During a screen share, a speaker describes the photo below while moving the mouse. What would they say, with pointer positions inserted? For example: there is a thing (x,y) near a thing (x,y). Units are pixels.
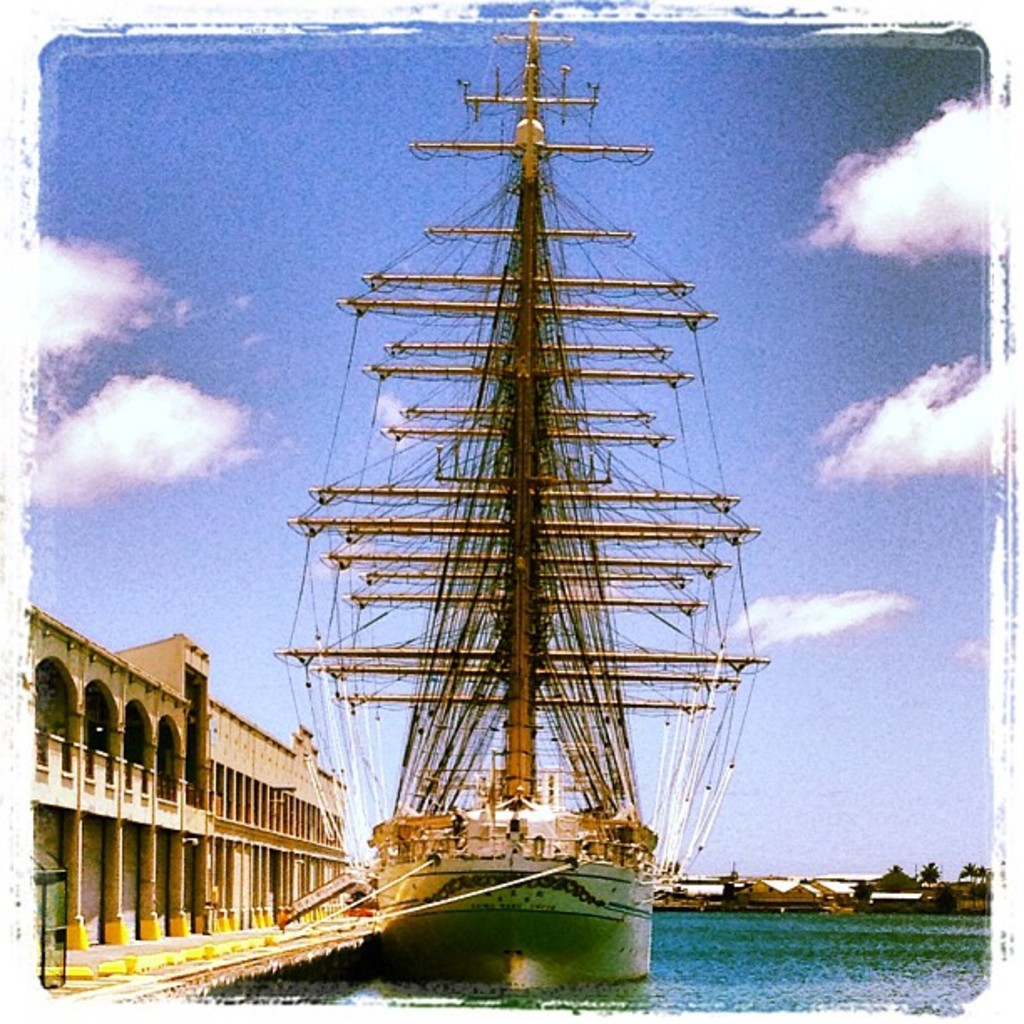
In this image we can see a ship (537,871) on the water (726,965) and beside the ship (481,973) there is a building (232,812) and in the background (773,879) there are few building (831,886), trees (933,868) and the sky (807,405) with clouds (919,228).
